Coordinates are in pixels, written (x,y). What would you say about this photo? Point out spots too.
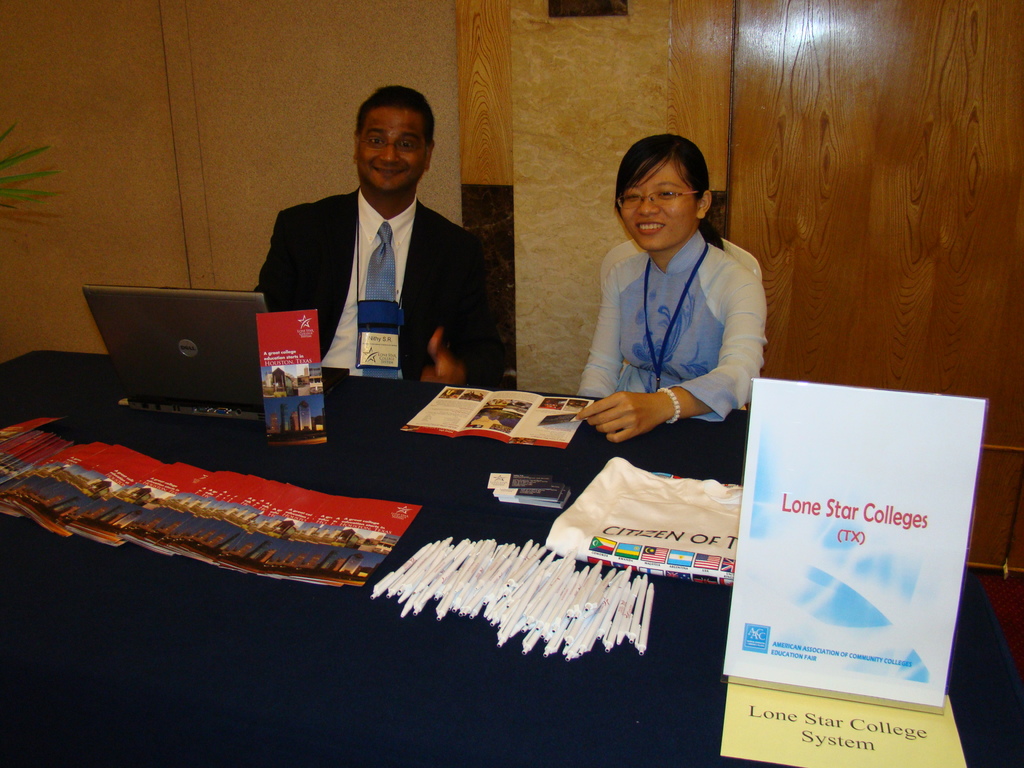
In this picture we can see a man (449,269) and woman (666,297), they both are smiling, in front of them we can see a laptop (227,295), pens (406,589), papers (446,427) and other things (305,486) on the table (412,533), beside to them we can see a plant (12,178).
